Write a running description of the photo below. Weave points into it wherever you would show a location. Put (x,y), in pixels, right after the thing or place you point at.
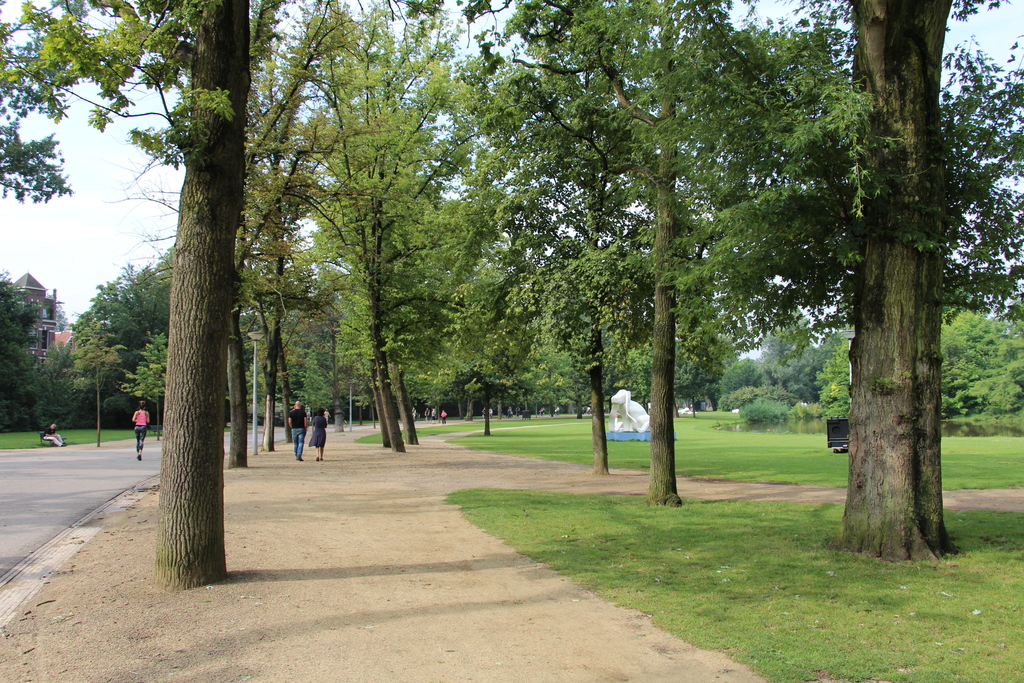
In this image there are trees (921,420). In the center (392,451) we can see a walkway (378,609). On the right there is a sculpture (622,429) and we can see people (304,413). In the background (79,301) there is a building (38,291) and sky (85,192).
